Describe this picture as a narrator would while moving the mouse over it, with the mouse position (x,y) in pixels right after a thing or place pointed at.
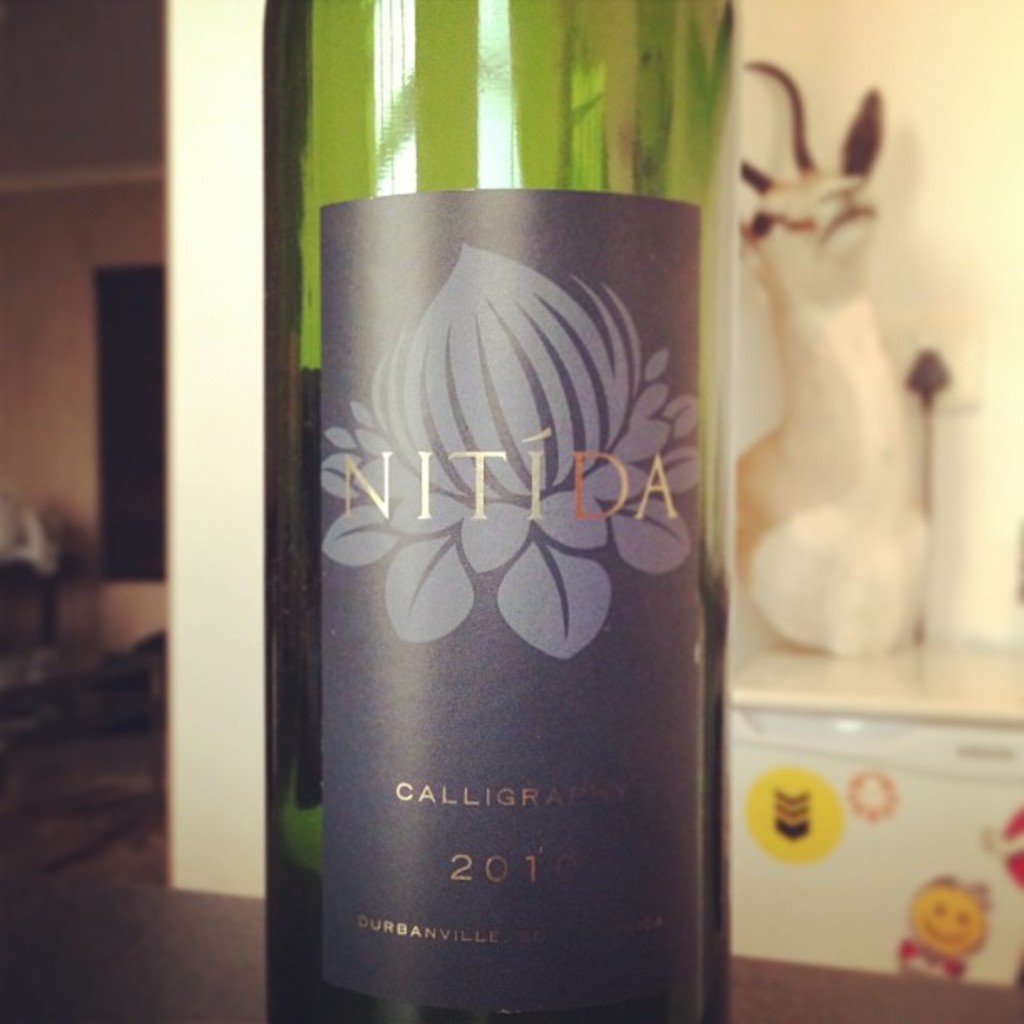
This bottle (664,559) is highlighted in this picture, on this bottle (590,547) there is a sticker (445,614). Far in a rack (886,727) there is a toy (847,415) and cable (926,509).
